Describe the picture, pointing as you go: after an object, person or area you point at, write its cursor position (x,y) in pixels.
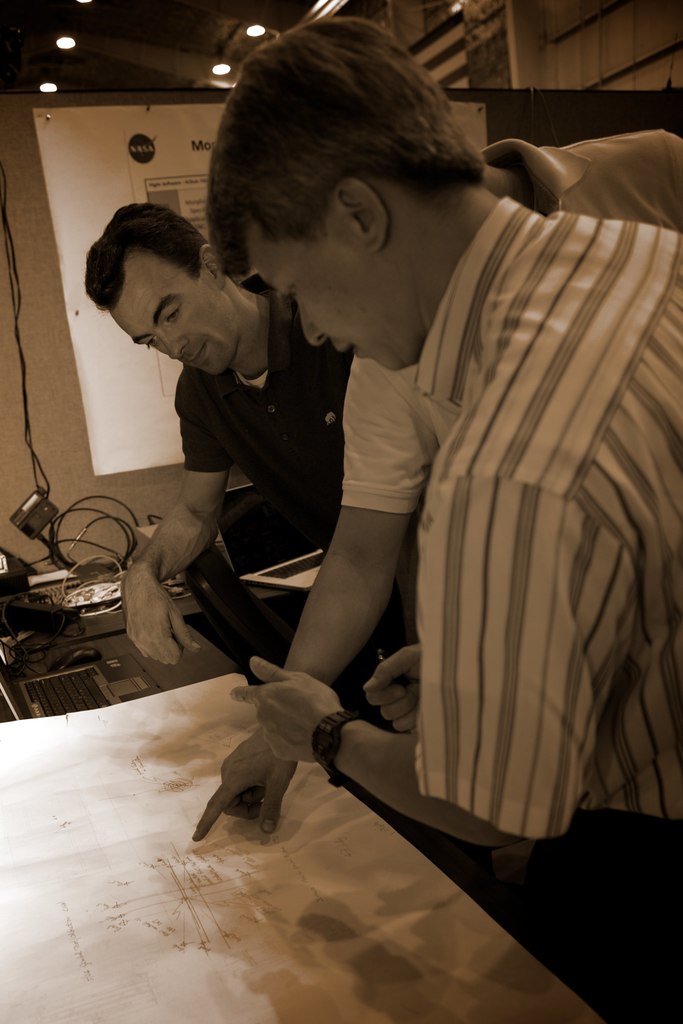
In the picture we can see some people (489,580) are standing near the desk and one person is showing something in the paper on the desk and in the background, we can see a wall (28,305) with some white color board (481,118) and some information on it and to the ceiling (4,15) we can see some lights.
